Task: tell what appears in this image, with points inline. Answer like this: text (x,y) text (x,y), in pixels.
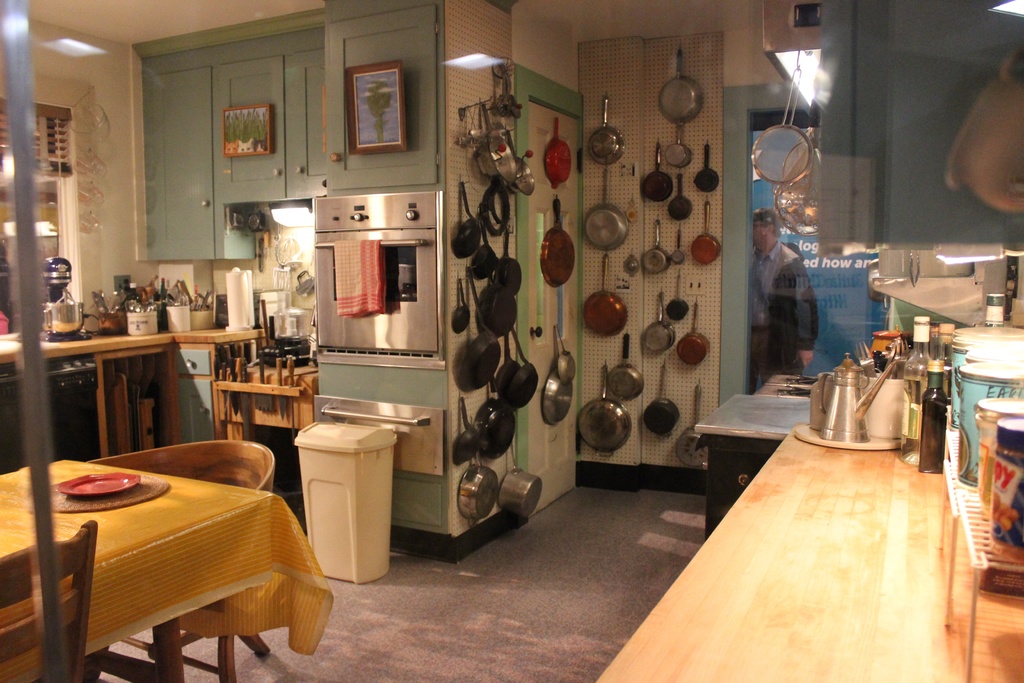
In this image in the front (733,620) on the right side (742,590) there is a table (805,554), on the table (808,484) there are tin cans (964,404), bottles (928,417), there is a kettle (850,394) and there are objects (888,409). On the left side (97,544) there is a table (155,544), on the table (119,533) there is a plate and there are empty chairs (208,475). In the background (594,238) there are pans (512,274), there is a bin (367,459), there are frames (238,154) on the wardrobe (291,139), there is a person (781,270) and there are kitchen items (133,304) on the platform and under the platform (122,343) there are drawers (187,372) and there are knife (242,371).
